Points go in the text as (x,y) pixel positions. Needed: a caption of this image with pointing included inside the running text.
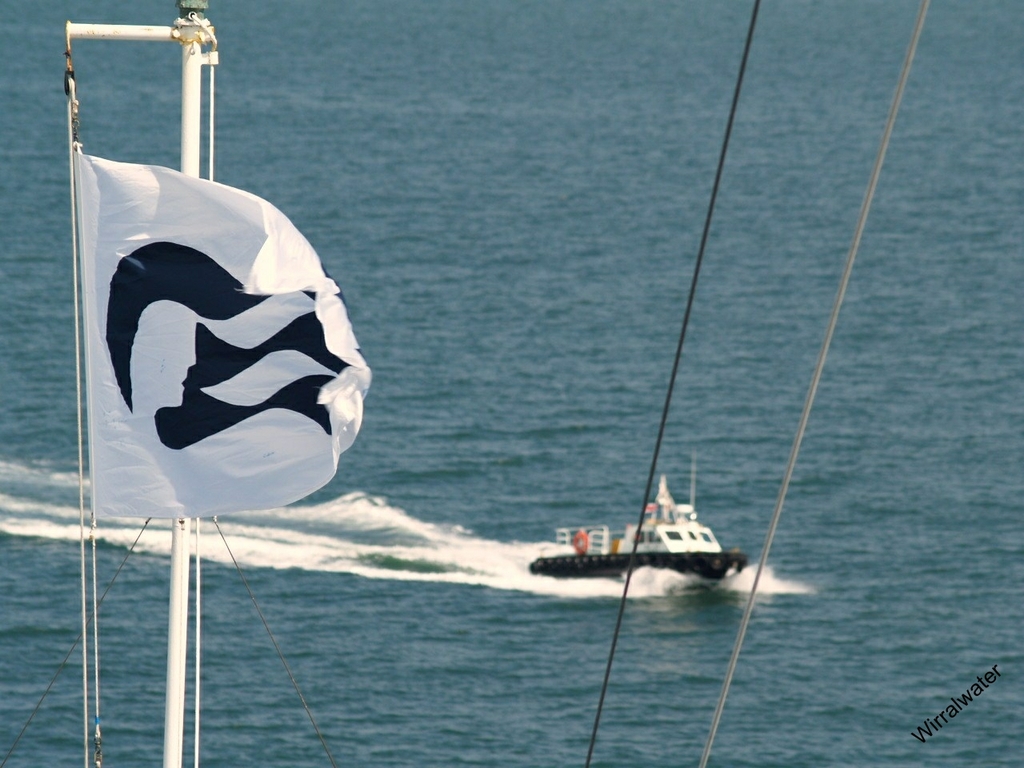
In this image I see a white colored flag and a white rod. In the background (461,508) I see a boat (693,501) which is on the water (474,228).
